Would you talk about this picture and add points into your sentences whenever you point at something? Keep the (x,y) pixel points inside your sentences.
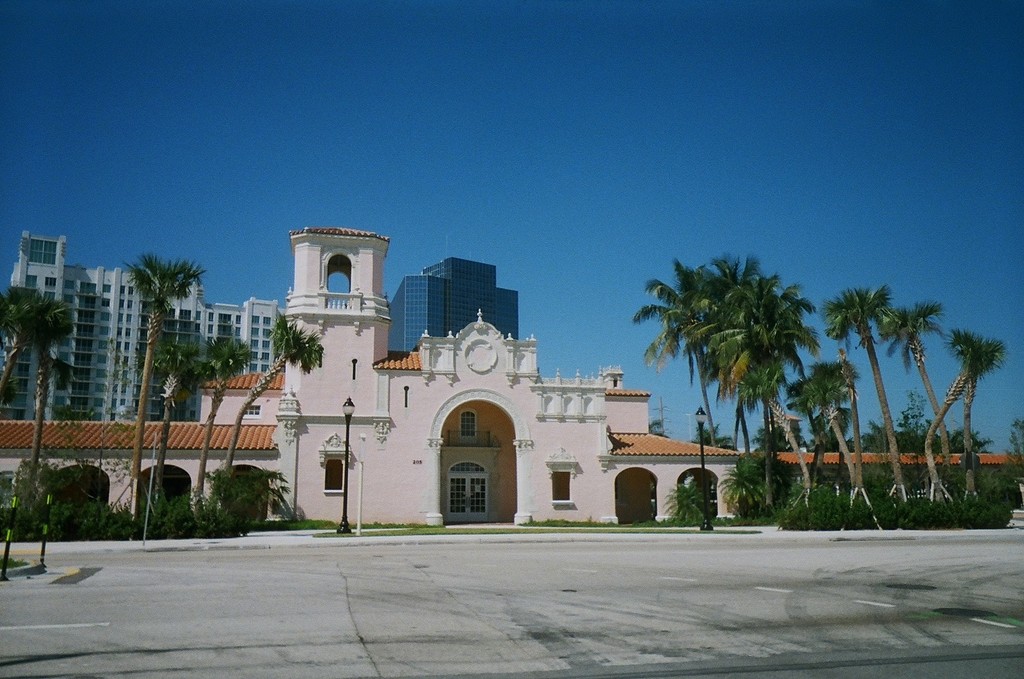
As we can see in the image there are buildings (200,408), plants (164,530), trees (885,422), street lamps (350,403), grass (414,526) and sky (389,121).
